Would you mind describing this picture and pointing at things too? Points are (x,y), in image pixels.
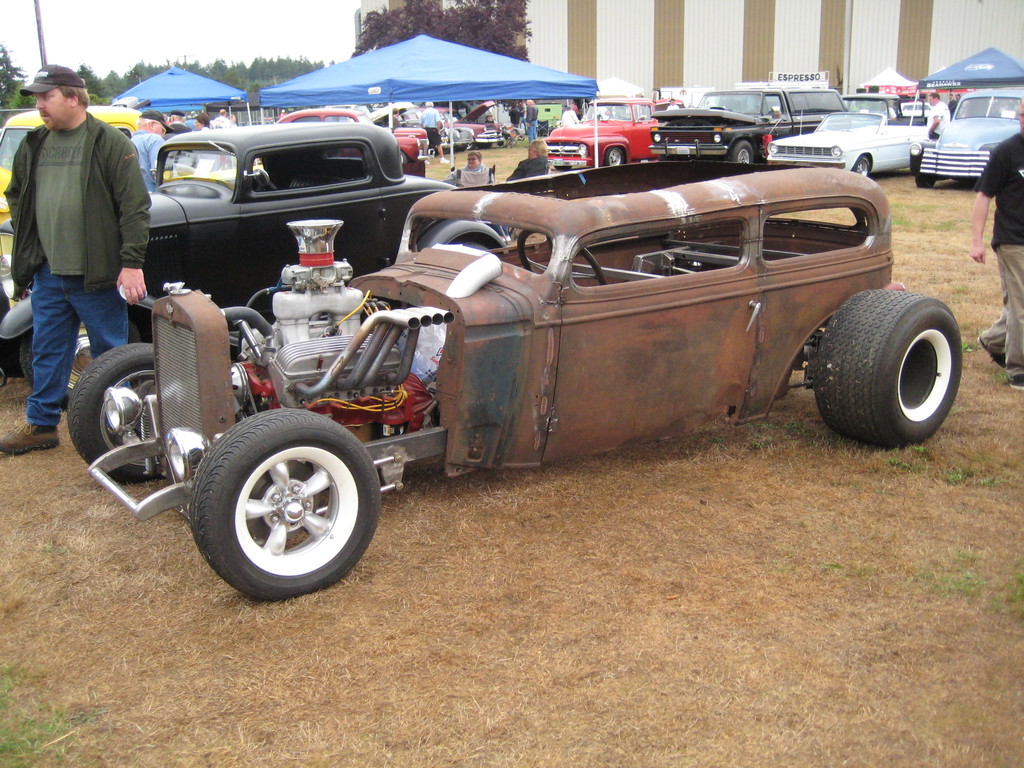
In the picture I can see the cars (388,406). I can see a man (59,403) on the top left side (117,230) is wearing a jacket (129,191) and there is a cap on his head (81,105). There is a man (1012,187) walking on the grass (963,256) and he is on the top right side (999,190). In the background (428,118), I can see a few people (528,122) standing in front of the cars (417,133), tents (461,84) and trees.
